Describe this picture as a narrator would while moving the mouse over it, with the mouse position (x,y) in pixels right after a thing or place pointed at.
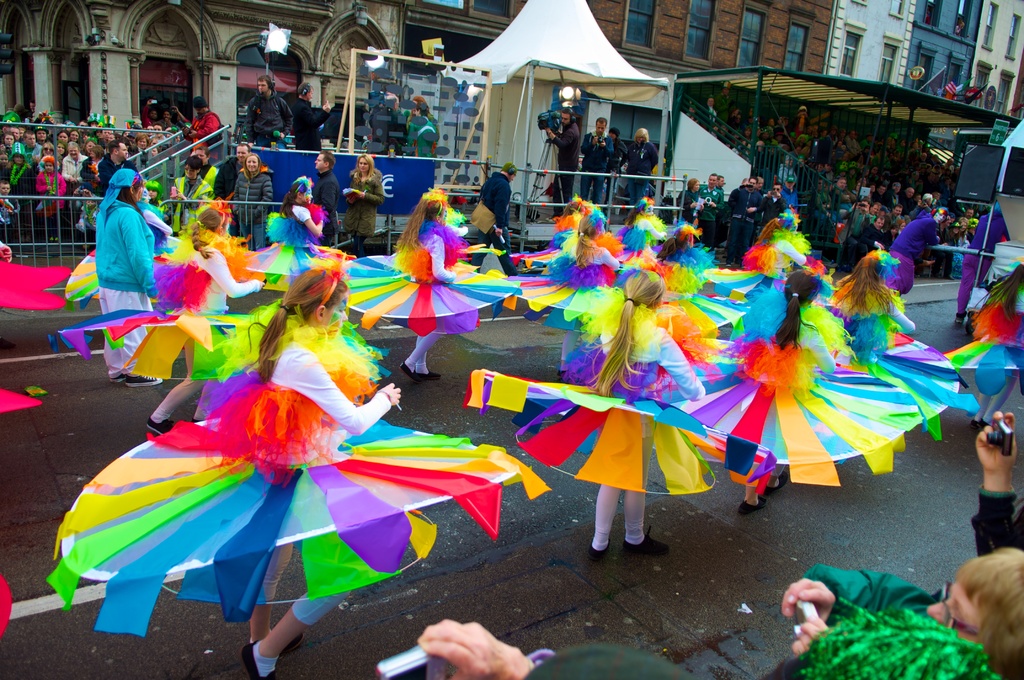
This picture consists of there are group of girls (74,508) wearing colorful dresses (474,392) standing on road (56,381) and performing a dance, in the middle (666,243) there are crowd of people (22,165) on the left side (13,159) in front of fence (90,199) and some group of people (838,146) visible under the tent (847,116) on the right side (839,114) and there is a camera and tent (532,39) and lights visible in the middle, at the bottom (450,635) I can see there are few person (467,628) taking the picture with camera (994,434).
